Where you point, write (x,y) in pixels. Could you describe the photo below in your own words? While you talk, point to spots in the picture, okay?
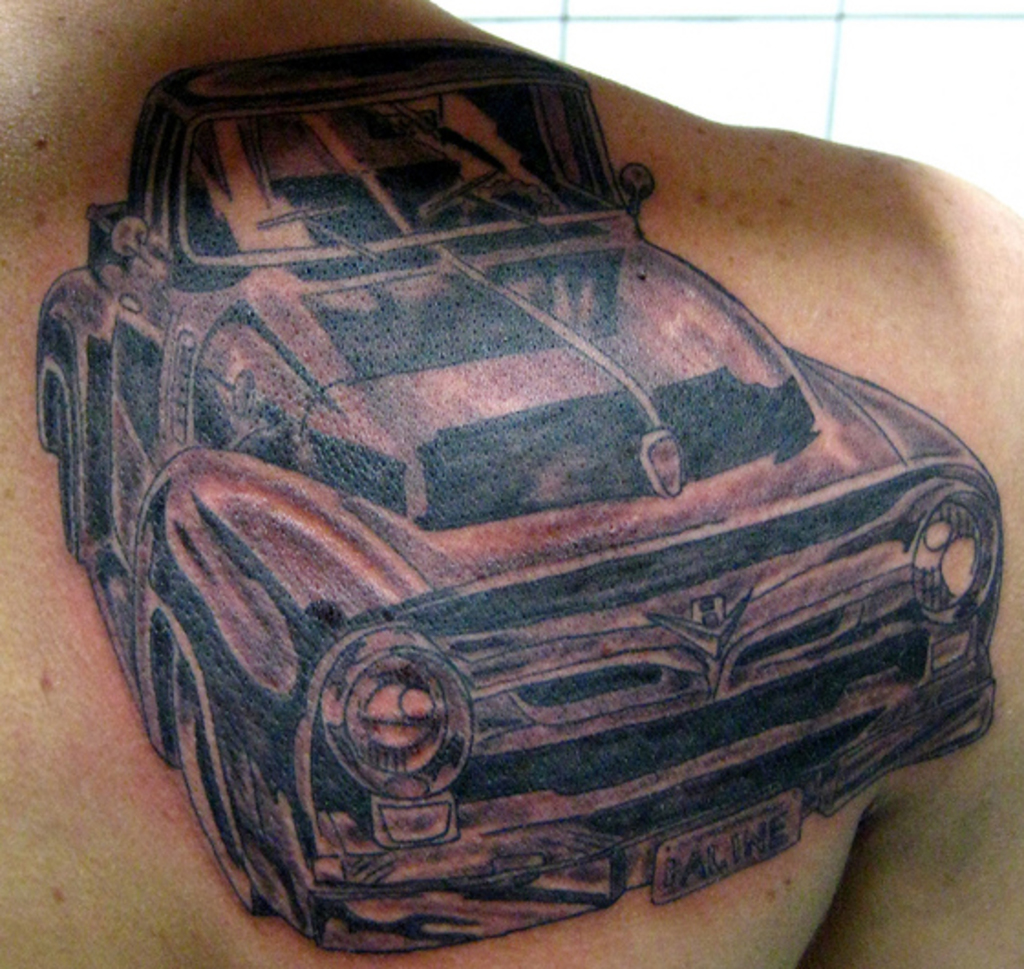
In this picture there is a tattoo (586,751) of a car (367,247) on the back (641,925) of a person (449,130).
